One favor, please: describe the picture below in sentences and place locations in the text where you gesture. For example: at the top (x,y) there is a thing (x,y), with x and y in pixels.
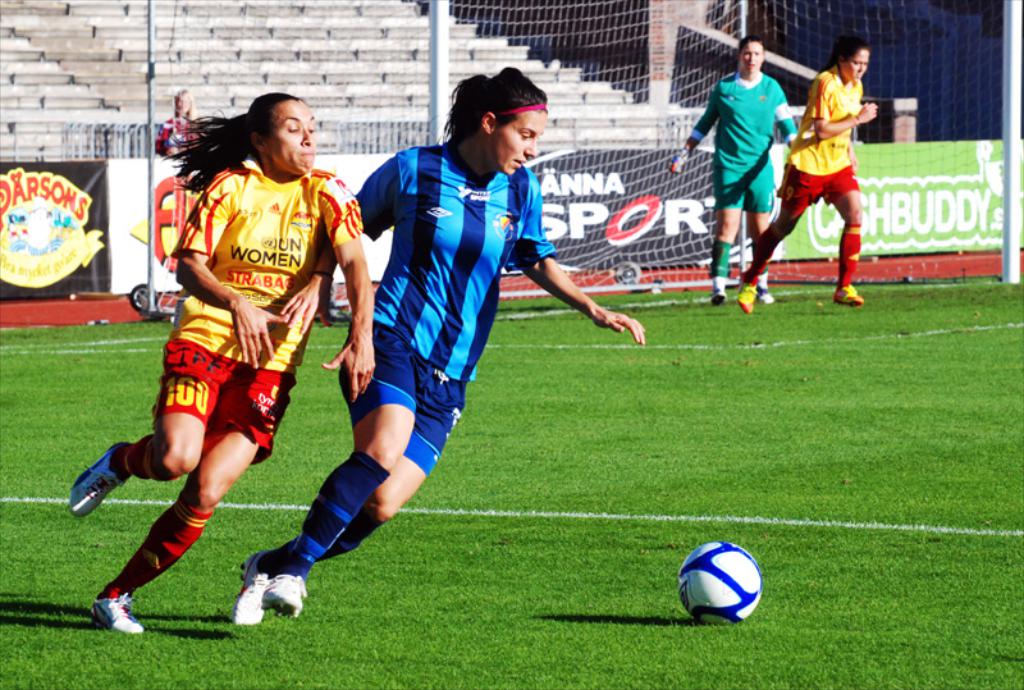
In the foreground of the image (232,209) there are two ladies (277,341) running. There is a ball (725,604). At the bottom of the image (567,659) there is grass (542,652). In the background of the image (58,127) there is a stand (190,84). There is a net (517,20). There are two people (714,108) standing. There are poles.
